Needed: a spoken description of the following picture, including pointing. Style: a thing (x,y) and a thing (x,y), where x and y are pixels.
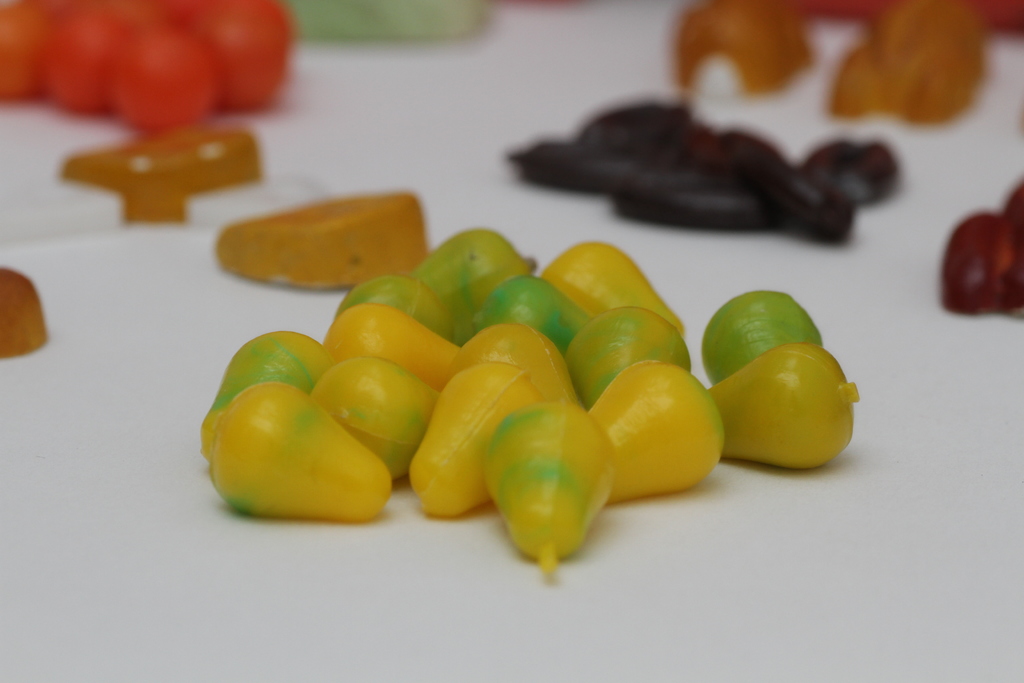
In this image we can see food items (6,47) on a white surface (247,294).
